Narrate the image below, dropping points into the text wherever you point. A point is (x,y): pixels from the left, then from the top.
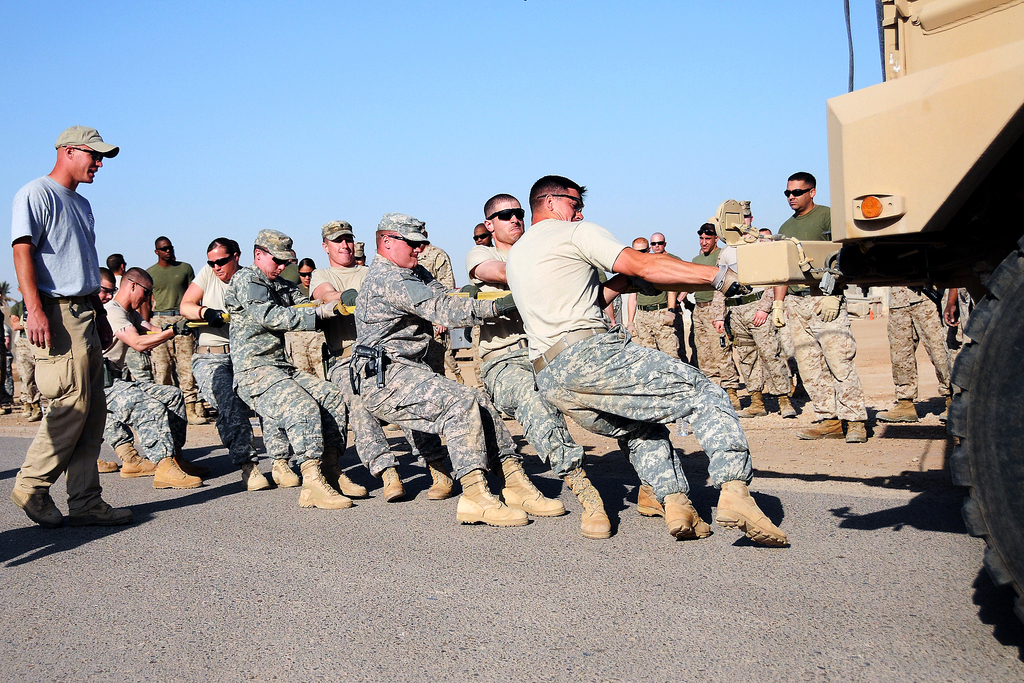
In this image we can see a group of people (538,360) pulling a vehicle (980,385). There is a vehicle (966,395) at the right side of the image (994,394). We can see many people (833,325) standing in the image. We can see few people (77,146) wearing caps (395,230) in the image. We can see the sky (531,95) in the image.
